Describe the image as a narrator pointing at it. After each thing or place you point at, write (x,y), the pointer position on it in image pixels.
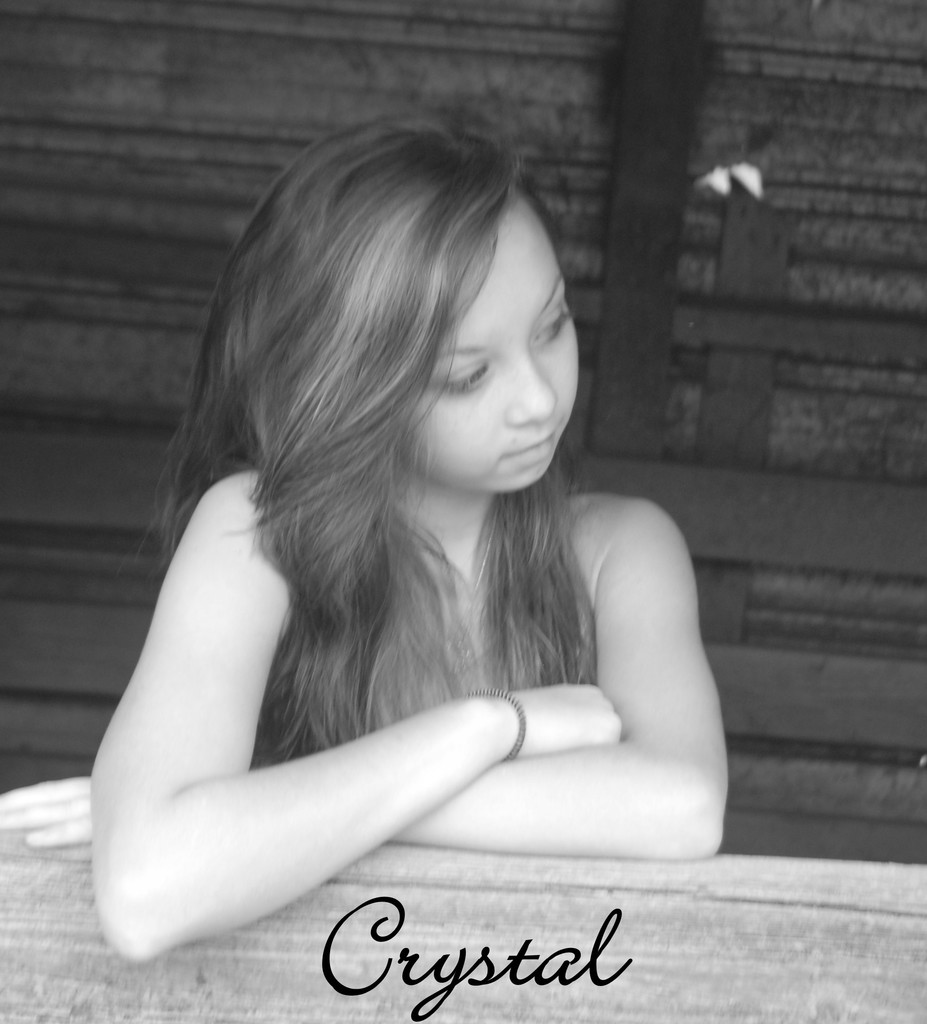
In this image I can see the person (153,774). In front (691,1009) I can see the table (385,1018), background (788,612) I can see few wooden objects (718,552) and the image is in black and white.
